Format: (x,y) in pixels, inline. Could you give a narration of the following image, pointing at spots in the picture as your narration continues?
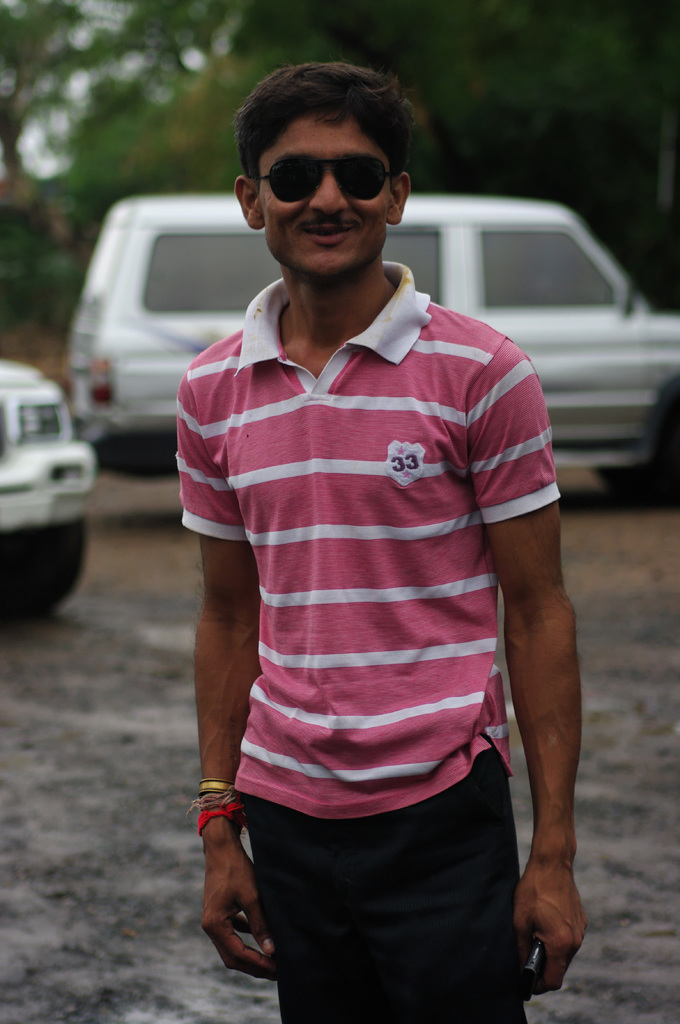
This picture is taken from the outside of the city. In this image, in the middle (290,608), we can see a man (258,187). In the background (613,469), we can see some vehicles (524,252), trees (193,75). At the top (188,57), we can see a sky (41,132), at the bottom (89,855), we can see a land (31,861).
